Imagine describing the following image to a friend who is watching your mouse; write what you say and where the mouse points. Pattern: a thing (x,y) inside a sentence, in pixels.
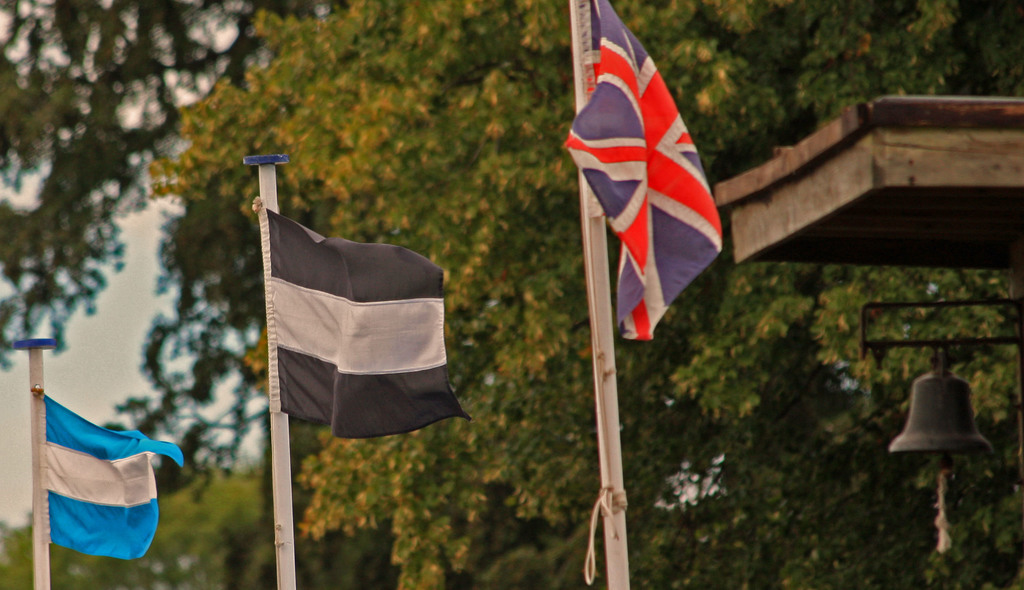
In the image there are three flags (396,424) and behind the flags (338,335) there are many trees (631,343), on the right side (921,422) there is a bell (934,432).
